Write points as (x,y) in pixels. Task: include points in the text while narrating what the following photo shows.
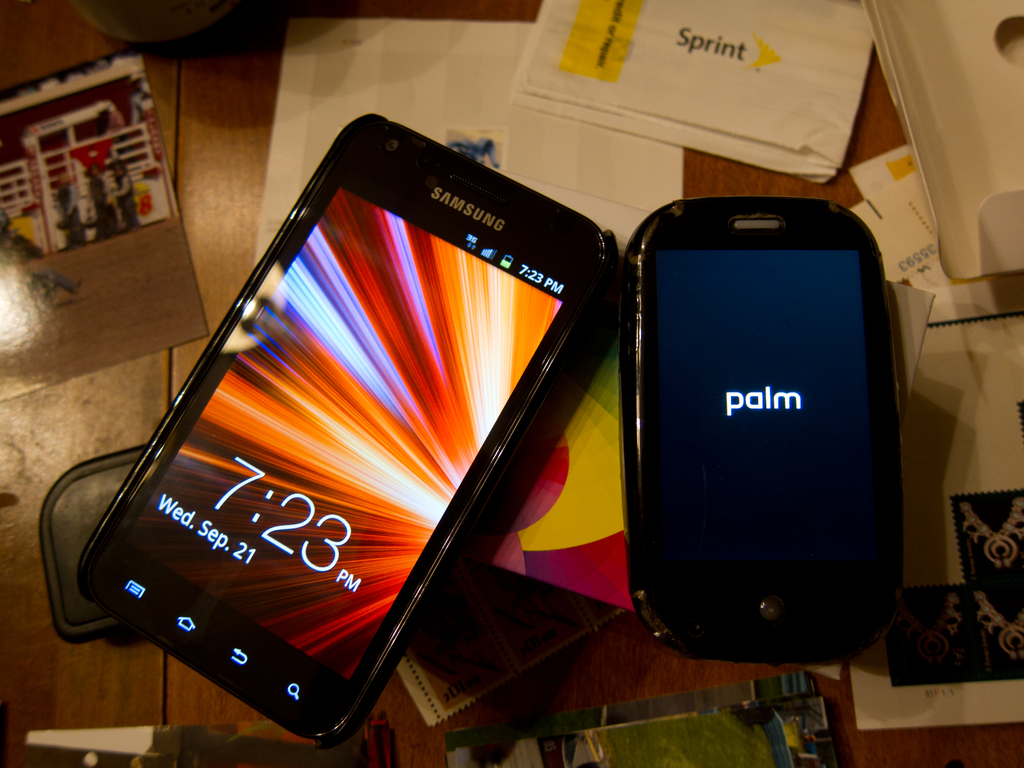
In this image I can see the mobiles (894,451). To the side of mobiles (368,371) I can see the photos (98,178) and many papers (622,543). These are on the brown color surface (165,677).
